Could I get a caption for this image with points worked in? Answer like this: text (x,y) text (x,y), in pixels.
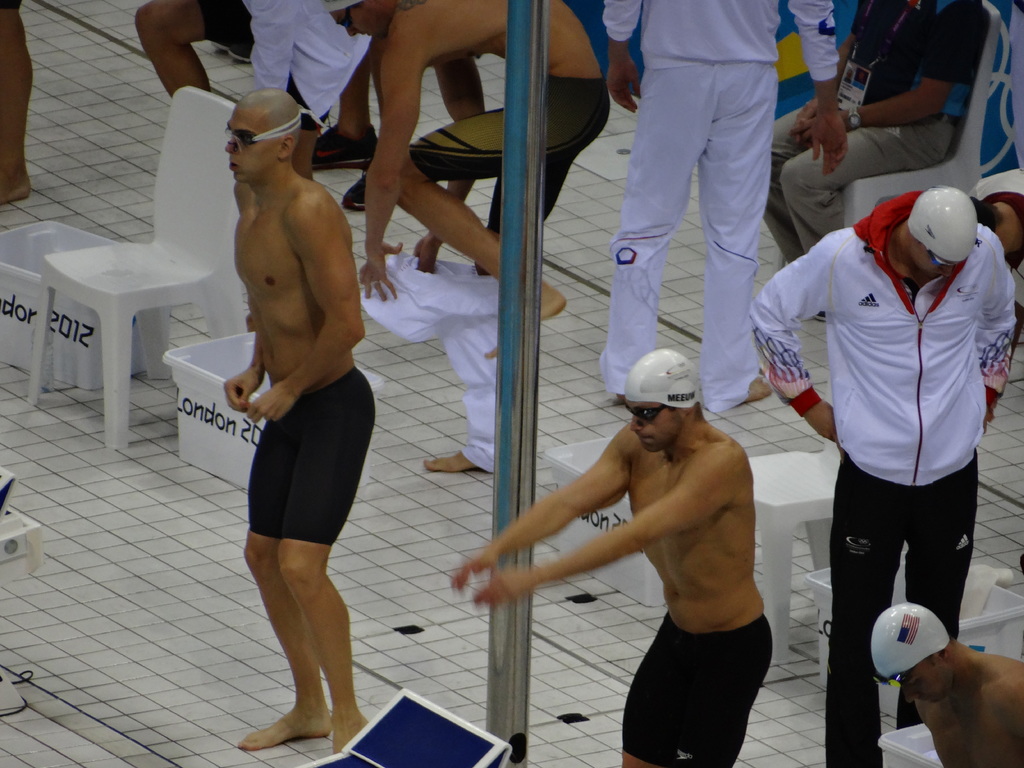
In this image few persons (1015,680) are standing on the floor (415,543). A person (478,247) is wearing a pant (448,310). Few persons (888,169) are sitting on the chairs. There are few chairs (107,409) and baskets (62,243) are on the floor (157,473). Middle of image (496,492) there is a pole (495,620).
